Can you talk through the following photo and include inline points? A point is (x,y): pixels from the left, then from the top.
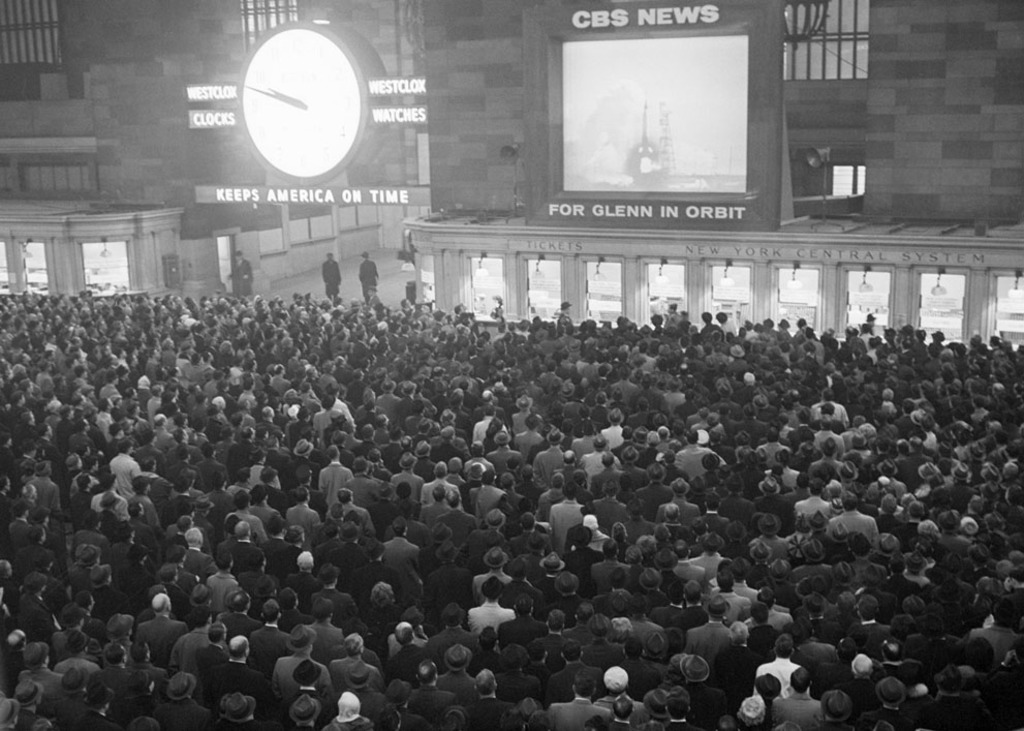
In this image, we can see some people (683,449) standing and they are watching the news, at the left side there is a white color clock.
